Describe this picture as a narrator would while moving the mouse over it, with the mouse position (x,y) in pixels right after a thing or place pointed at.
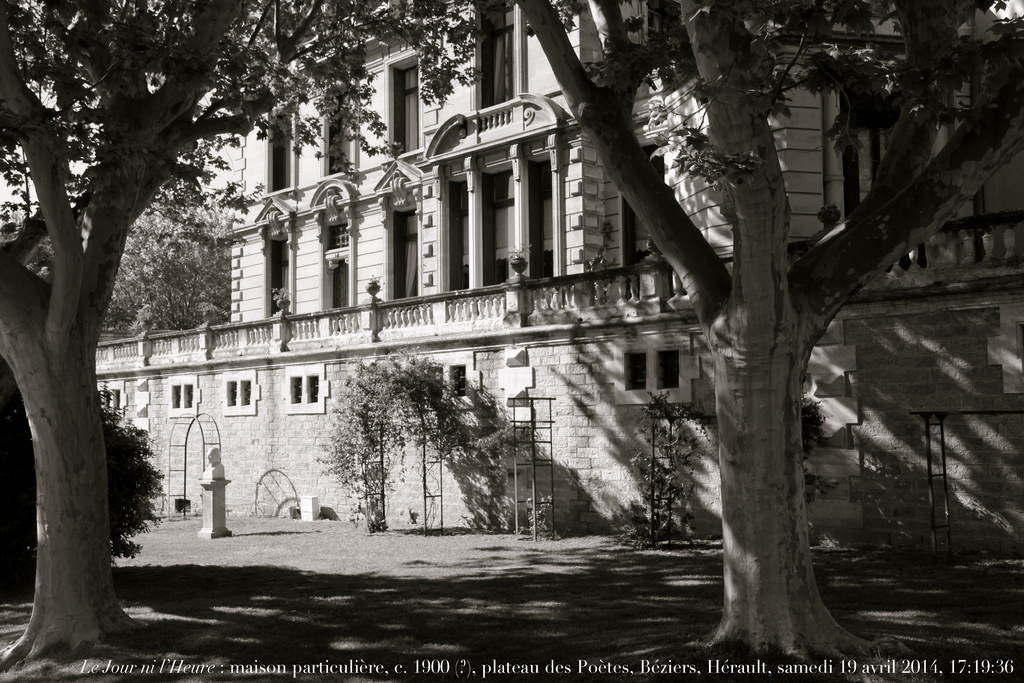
In this black and white picture there are few trees (128,16) on the grassland (458,570). There is a statue (220,464) on the pillar (212,503). There are few creepers (465,437) on the metal rods (439,499). Few plants (639,519) are on the grassland (469,546). Behind there is a building (335,297). Behind it there is a tree (167,308). Bottom of the image (260,672) there is some text (386,663).
